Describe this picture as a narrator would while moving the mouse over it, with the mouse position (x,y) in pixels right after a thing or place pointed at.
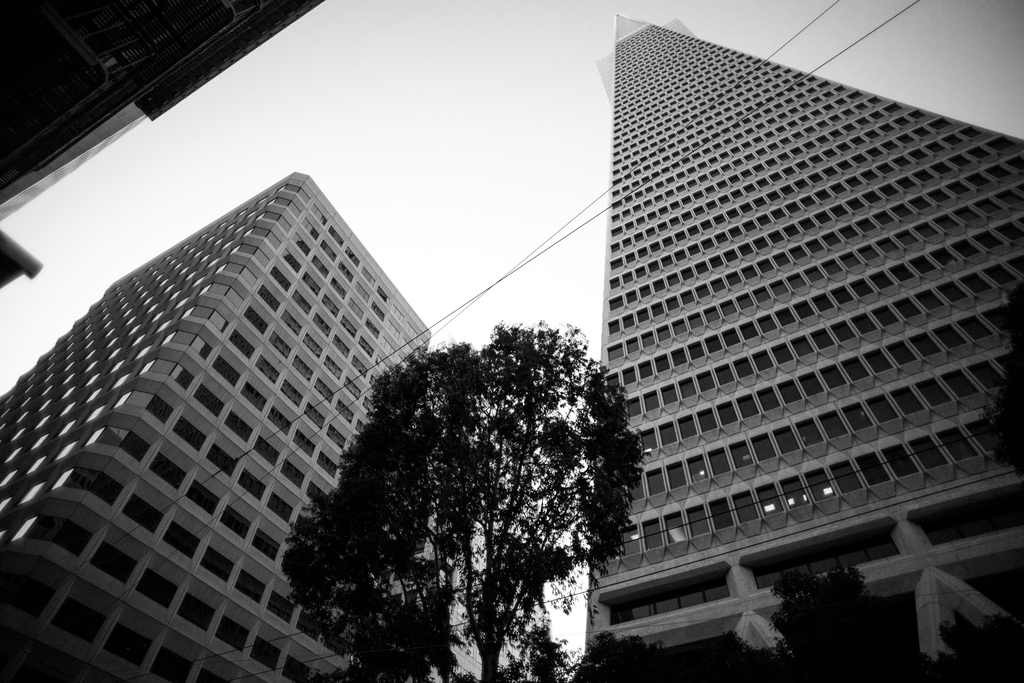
In this image I can see a tree (486,585), I can also see two buildings (312,349). Background (524,71) I can see sky (509,63) in white color.
